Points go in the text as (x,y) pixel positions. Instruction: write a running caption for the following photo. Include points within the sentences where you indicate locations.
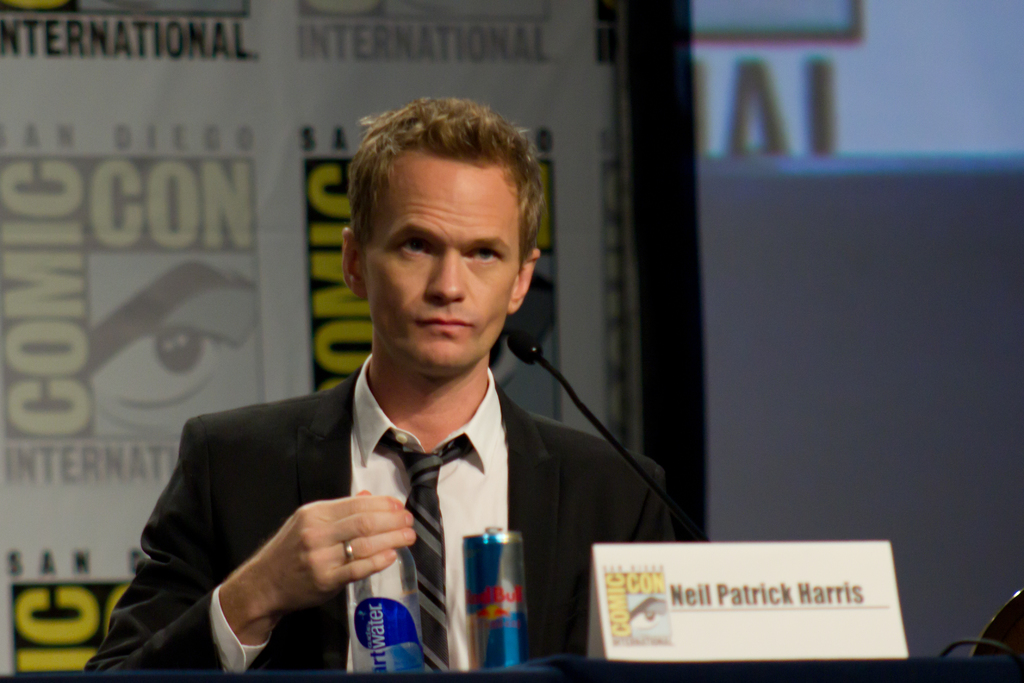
In this image I can see a person (540,489) wearing a suit (552,479). There is a bottle (386,656), can (491,554) and a microphone (638,471) in the front (482,566). There is a screen (851,261) and a banner (169,227) at the back (971,50).
